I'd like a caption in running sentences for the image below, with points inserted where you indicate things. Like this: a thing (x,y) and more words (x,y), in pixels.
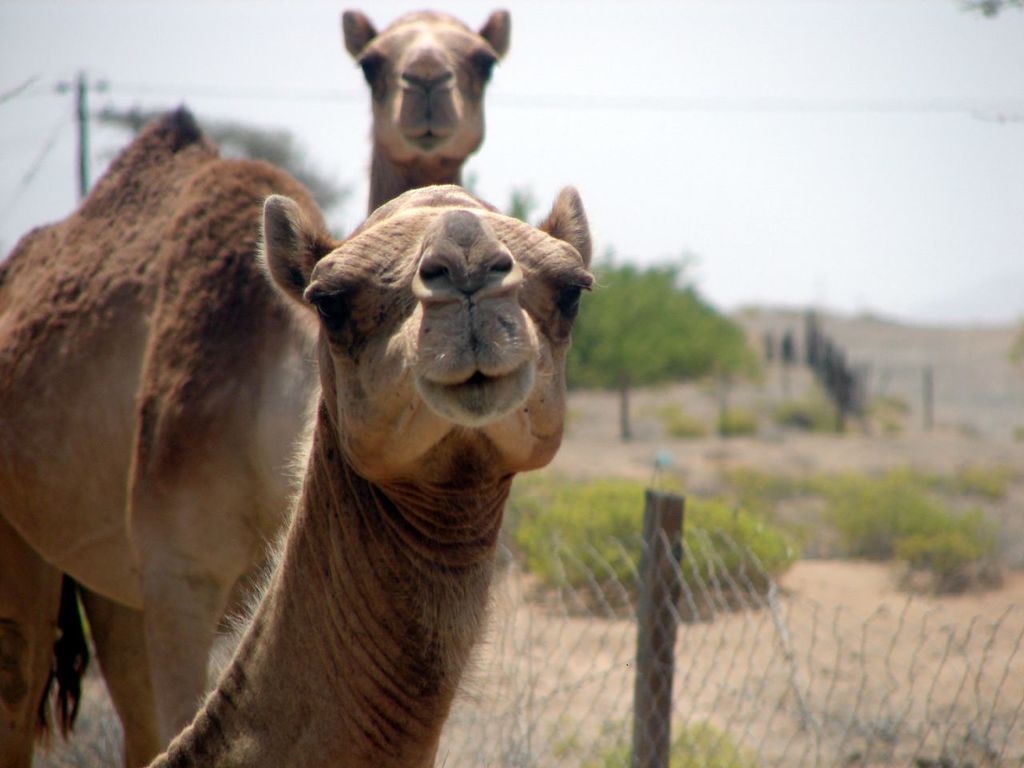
In this image, we can see animals (441,144) and in the background (876,689), there are trees (699,314) and we can see a pole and there are wires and there is a fence (765,572). At the top (638,83), there is sky (680,145).
